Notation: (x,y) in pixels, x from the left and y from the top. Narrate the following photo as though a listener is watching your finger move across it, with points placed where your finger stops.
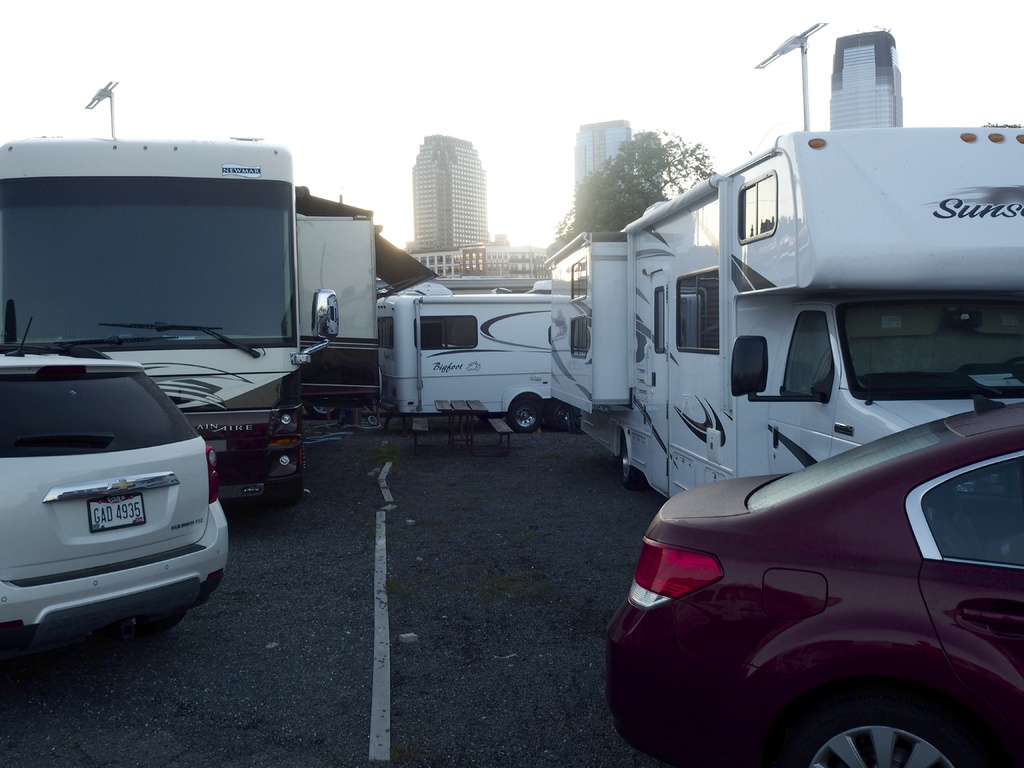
In the picture we can see a path (455,552) on it we can see some vehicles (695,386) like trucks (443,369) which are white in color and some cars (749,490) which are white and reddish brown in color and in the background (497,247) we can see some tower buildings (466,211) and sky (330,25) and some plants (595,223).
